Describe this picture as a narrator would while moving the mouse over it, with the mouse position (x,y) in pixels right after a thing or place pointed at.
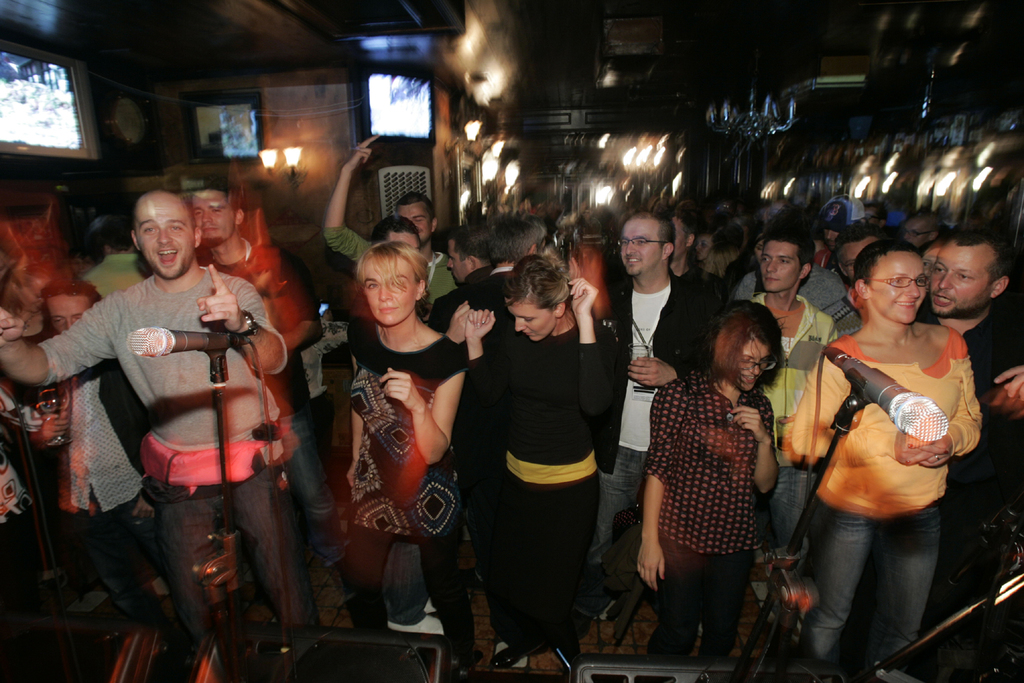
In this picture we can see two mics (151,340) and a group of people (393,546) standing on the floor (327,607) and in the background (6,105) we can see lights (644,151), screens (29,90) and it is blurry.
